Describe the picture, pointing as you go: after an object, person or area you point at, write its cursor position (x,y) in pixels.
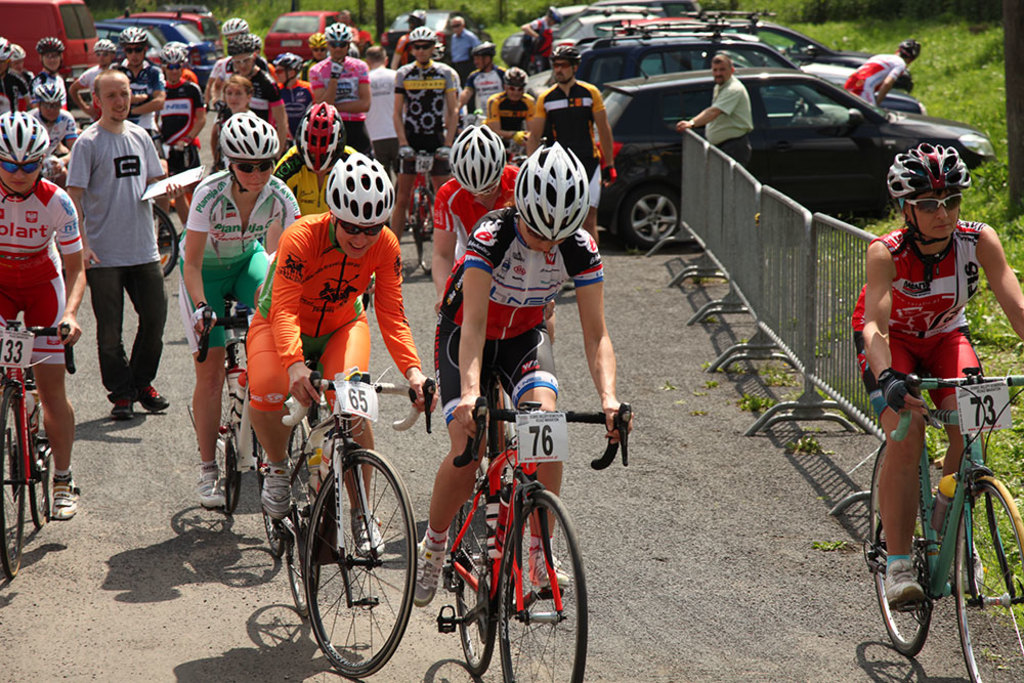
In this image we can see few persons (429,528) riding bicycles (408,507). Behind the persons (220,231) we can see a few people (248,101) on bicycles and a person (125,240) is holding an object (155,192). On the right side (760,234), we can see a barrier (756,286) and the grass (1020,355). Behind the persons (909,255) we can see a group of vehicles (861,104).
